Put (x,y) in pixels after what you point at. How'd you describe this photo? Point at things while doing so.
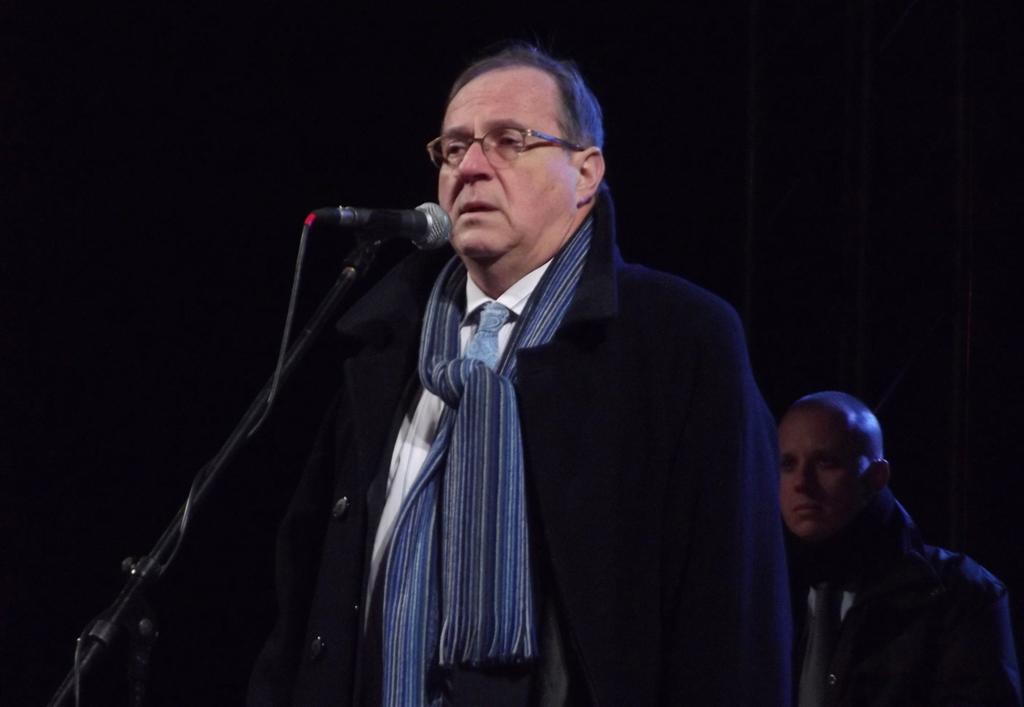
The man (581,705) is highlighted in this picture. This man (478,425) wore scarf (485,466) and black jacket (604,473). He is standing in-front of the mic (380,215). This is a mic holder (173,530). Backside of this man (590,575) there is a another person (840,542) standing. This person (834,560) wore black jacket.
